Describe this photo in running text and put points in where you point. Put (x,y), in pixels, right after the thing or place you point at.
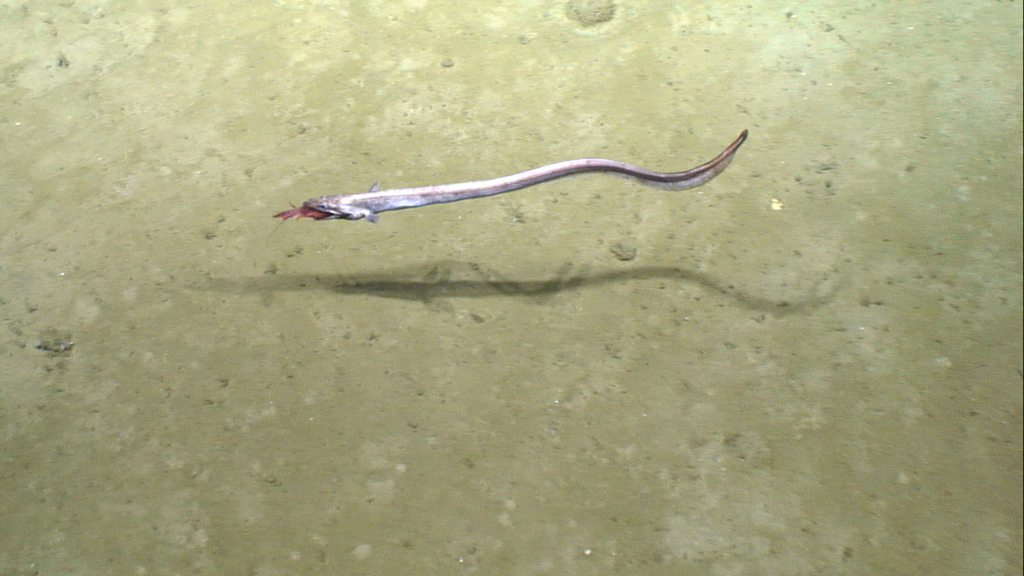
In this image we can see a fish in the water (557,360) and we can see the shadow (693,270) on the ground (646,198).
